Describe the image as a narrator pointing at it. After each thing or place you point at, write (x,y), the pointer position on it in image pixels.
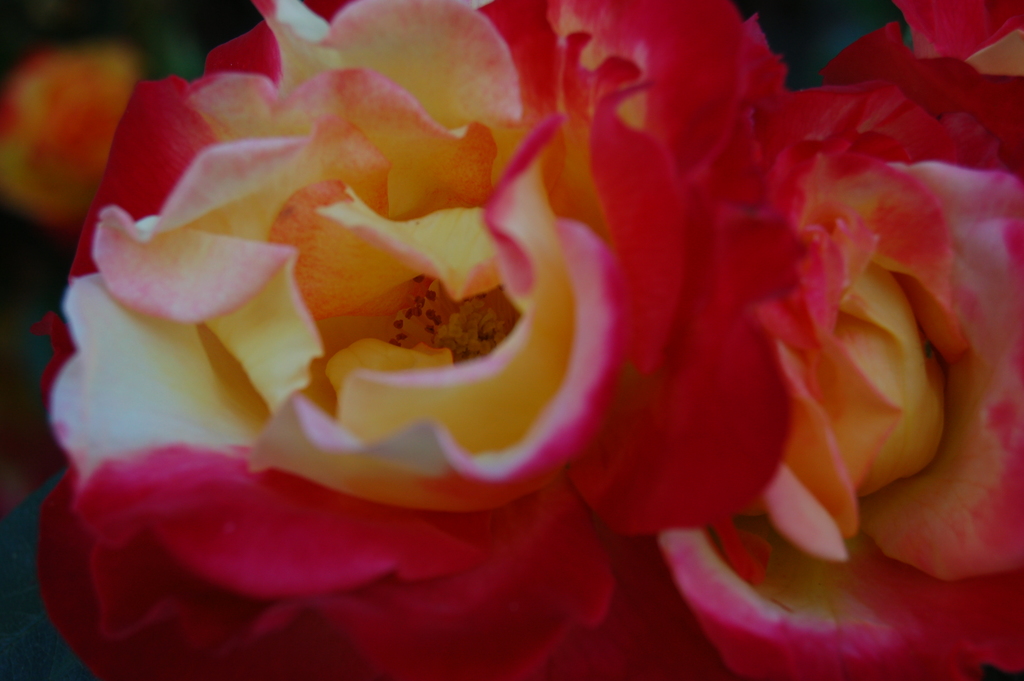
In this image we can see there are flowers (538,257).
